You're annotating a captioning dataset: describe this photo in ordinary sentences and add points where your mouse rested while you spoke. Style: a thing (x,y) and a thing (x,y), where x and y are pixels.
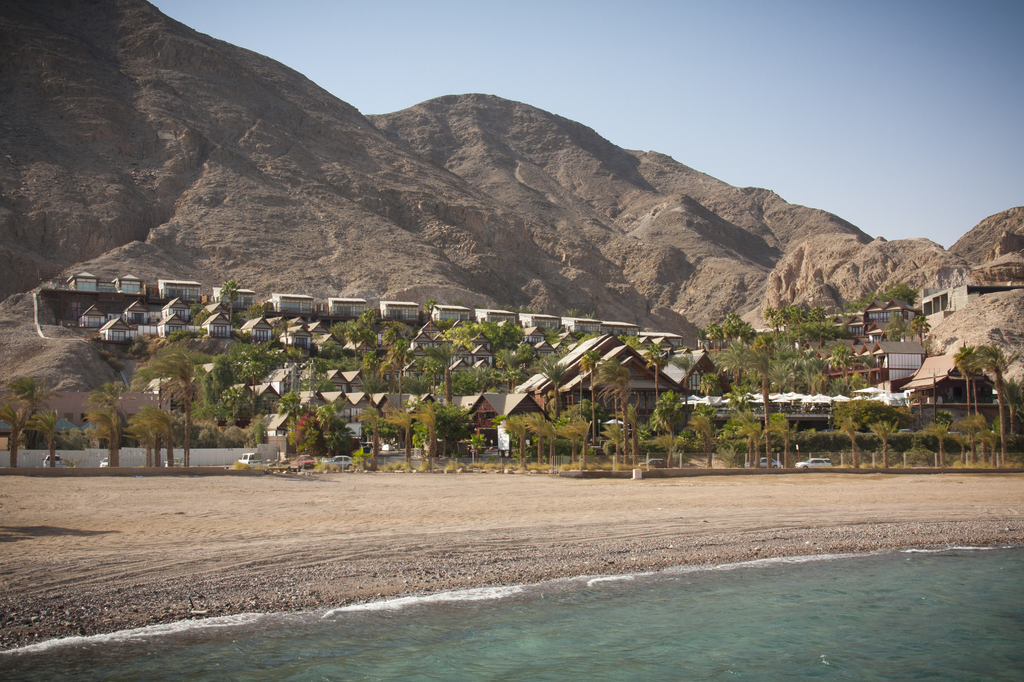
In this image in the front (630,645) there is water (777,648). In the background (378,409) there are trees (879,420), there are buildings (899,347) and there are mountains (312,175).
